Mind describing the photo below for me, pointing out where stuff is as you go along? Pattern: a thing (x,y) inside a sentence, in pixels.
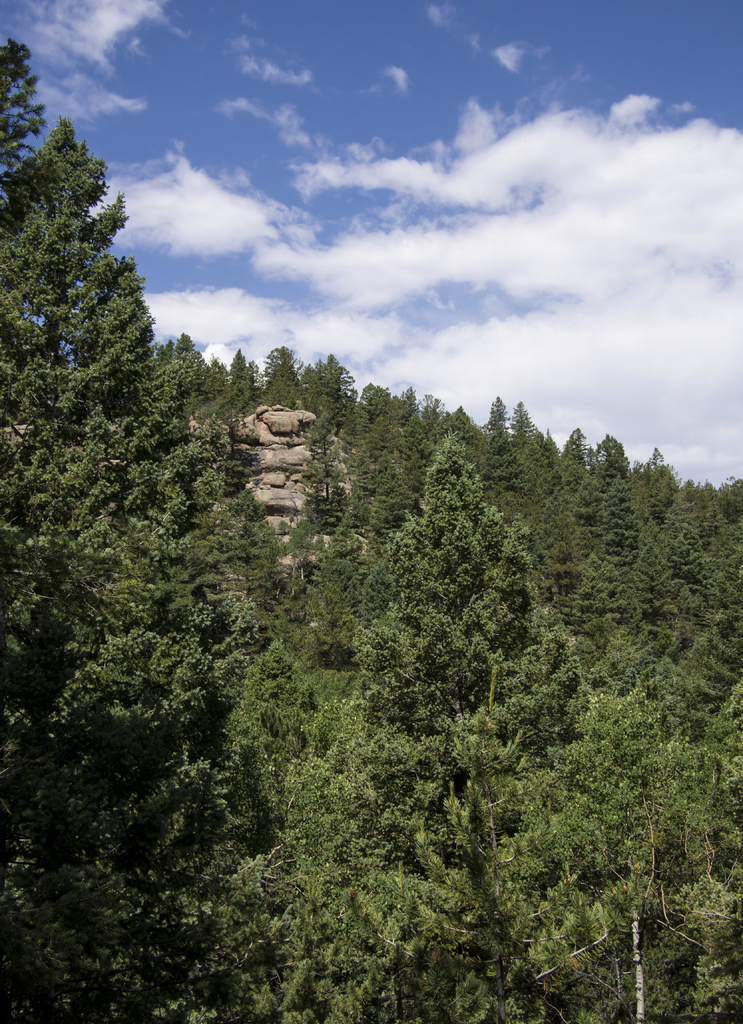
This is an outside view. In this picture we can see the trees (250,522) and rock (273,479). At the top of the image (258,178) we can see the clouds (405,225) are present in the sky (665,282).
